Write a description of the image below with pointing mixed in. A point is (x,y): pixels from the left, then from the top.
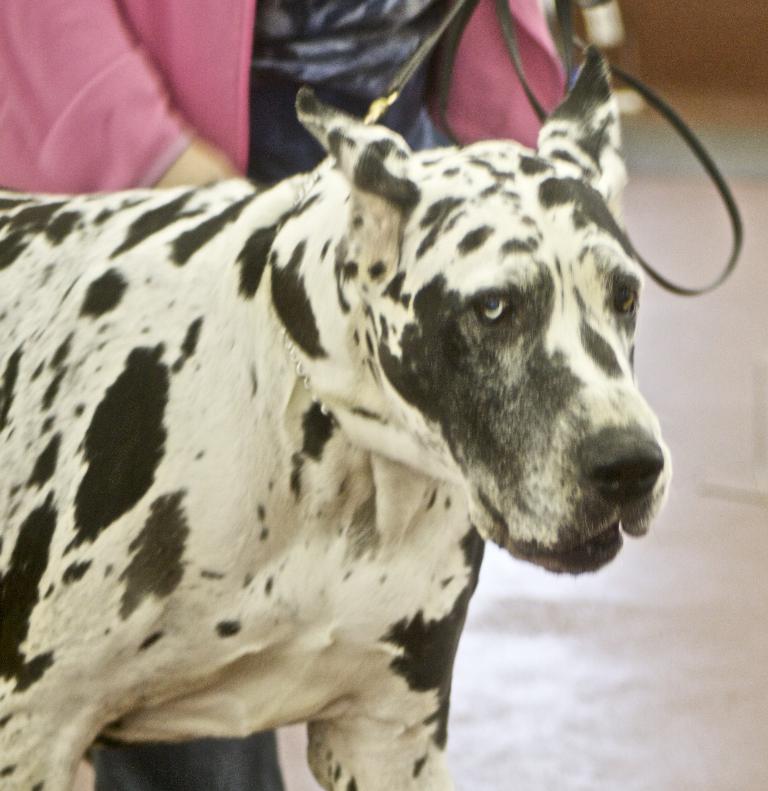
In this picture we can see a person (346,79) and a dog (392,547) on the path (748,309).
